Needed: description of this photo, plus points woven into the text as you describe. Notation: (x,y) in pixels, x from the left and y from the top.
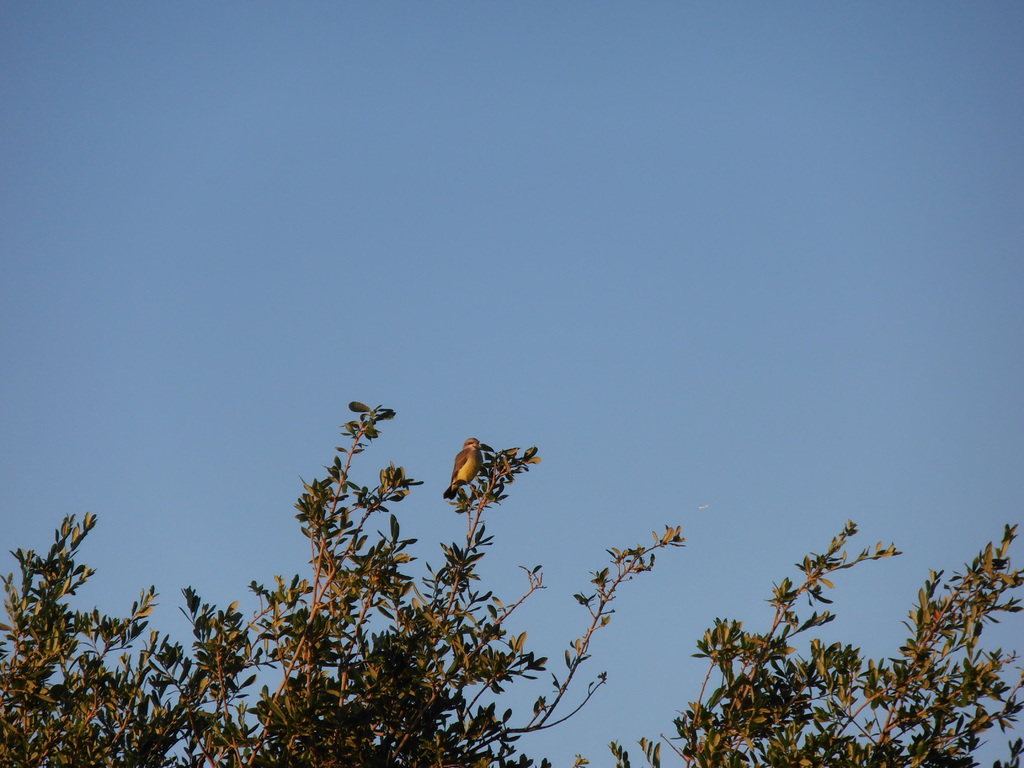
In the background (567,218) we can see the sky (261,165). In this picture we can see a tree (508,479) and a bird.
